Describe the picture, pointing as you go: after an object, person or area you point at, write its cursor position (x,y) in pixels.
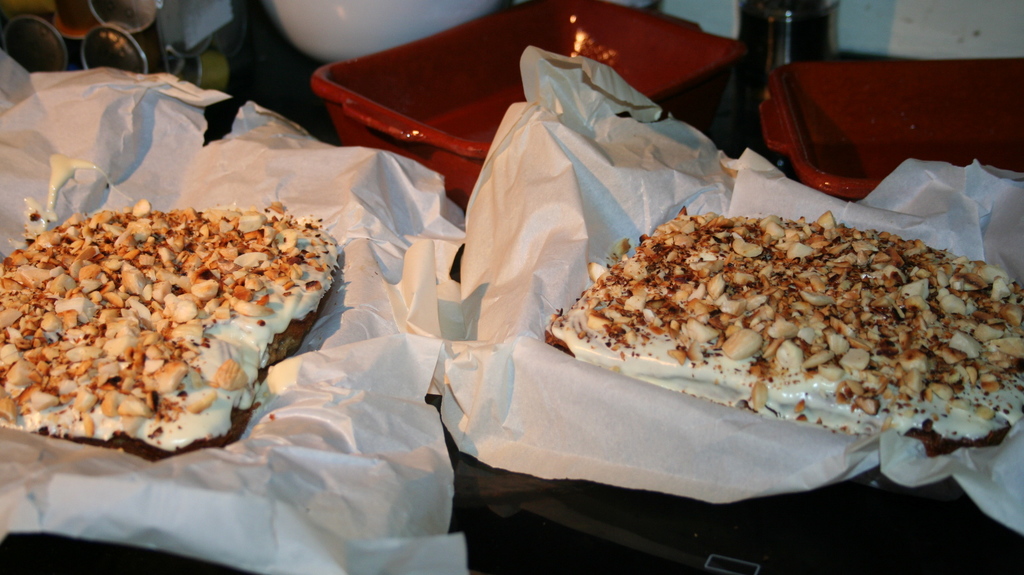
This image is taken indoors. In the middle of the image (461,320) there are two trays (421,448) with butter paper (439,432) and food items (195,284). There are two empty trays (880,130) and there are a few objects (338,30) on the table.
